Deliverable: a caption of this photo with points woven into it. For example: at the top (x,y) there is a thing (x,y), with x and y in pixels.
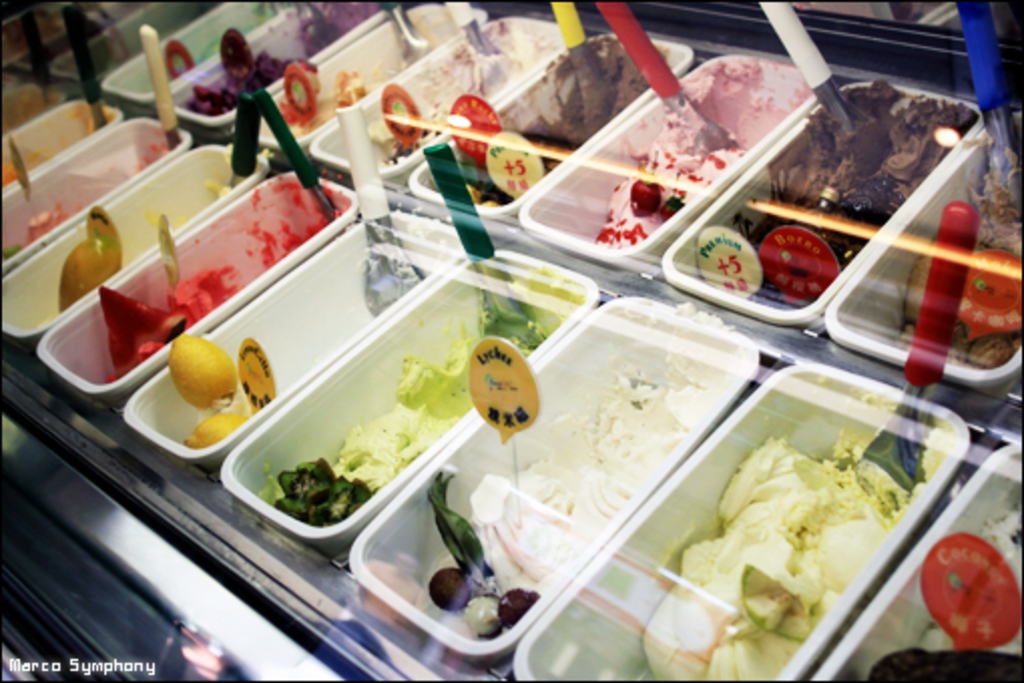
In this image we can see some ice creams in the white boxes (382,359) and we can also see the spoons (620,14).
